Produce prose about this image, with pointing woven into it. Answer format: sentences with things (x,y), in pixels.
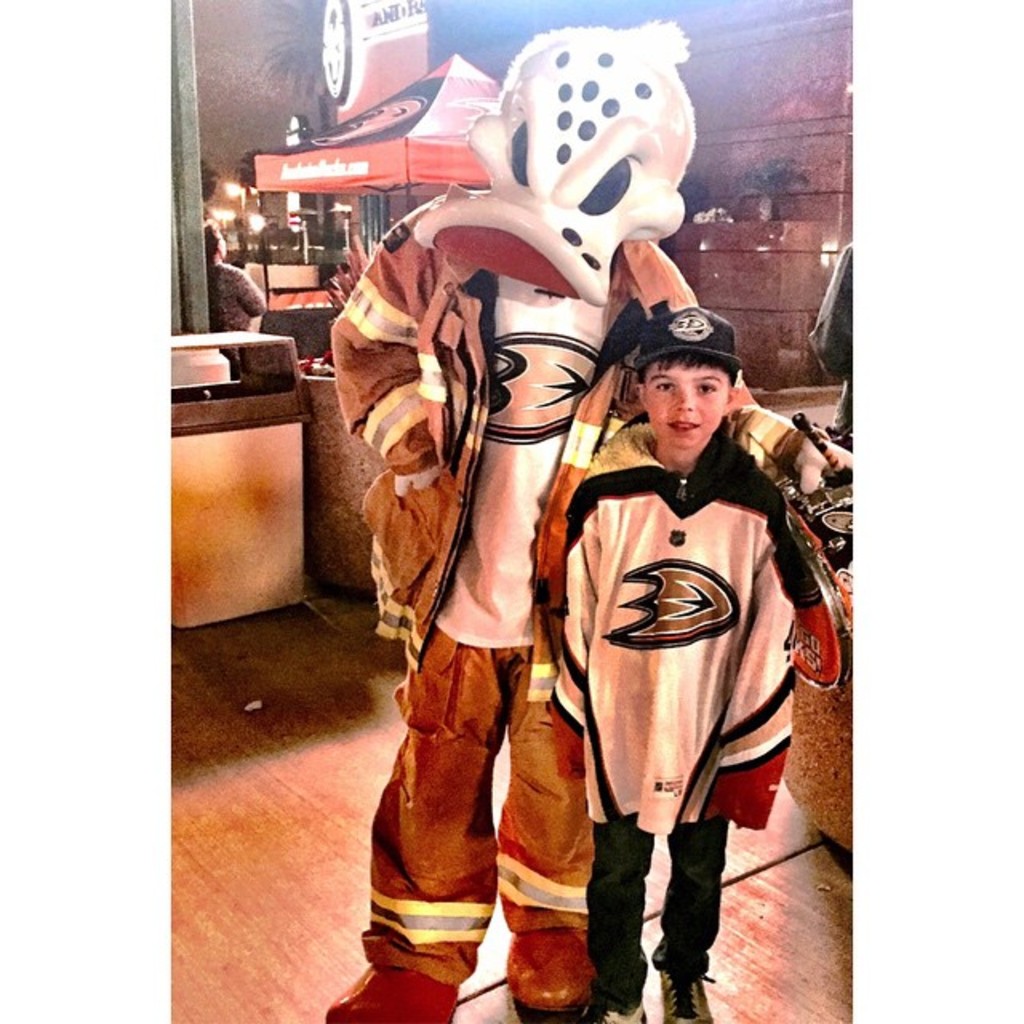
In this image I can see two persons (689,631), the person (723,636) in front (641,603) wearing cream and black color dress (640,624) and the other person (488,272) wearing a mask (533,112). Background (304,139) I can see few stalls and lights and I can see trees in green color.
